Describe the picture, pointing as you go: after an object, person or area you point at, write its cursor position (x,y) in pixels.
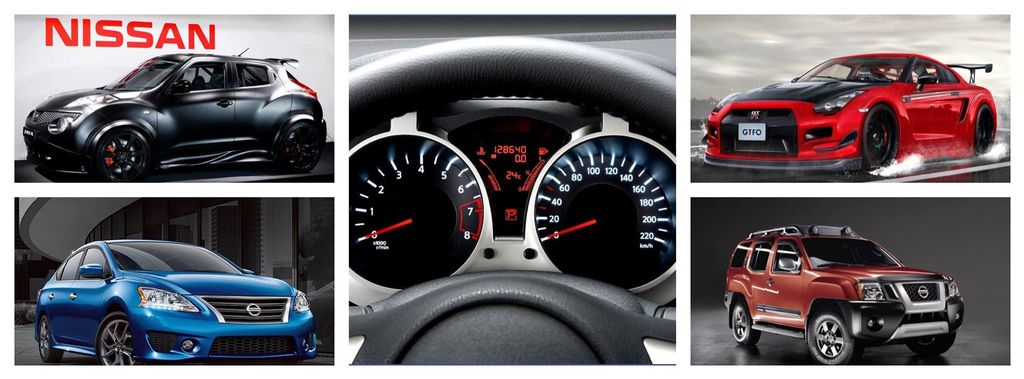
In this image we can see five pictures and in the first picture we can see the black color car (95,107) and some edited text (81,41) on the white color background (64,41). In the second picture we can see the blue color car (232,320) and the background (306,223) is dark. In the third picture we can see speed indication meters (615,148) and a steering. In the fourth picture we can see the red color car (860,126) on the road (931,175) and the background (738,54) is grey. In the fifth picture we can see a brown color car (820,283) and the background of the image (753,220) is dark.
